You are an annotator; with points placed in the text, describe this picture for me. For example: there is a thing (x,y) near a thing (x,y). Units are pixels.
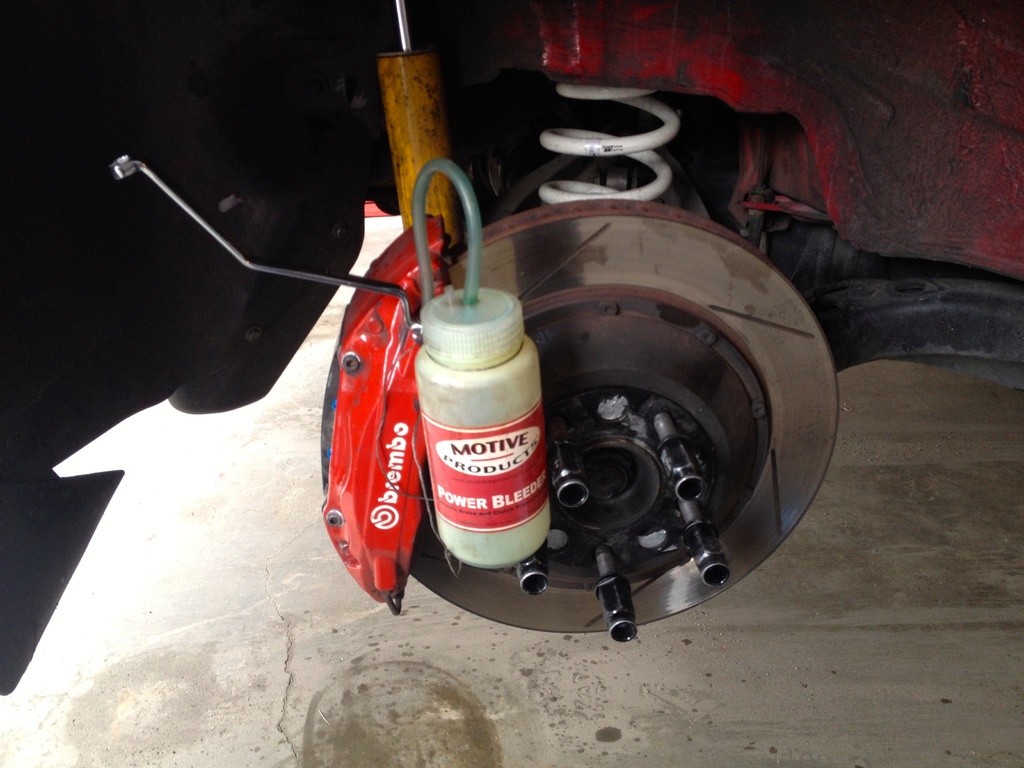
In this image we can see a bottle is attached to the brake caliper (344,470) and here we can see the spring (575,187) and here we can see the ground (48,711).
